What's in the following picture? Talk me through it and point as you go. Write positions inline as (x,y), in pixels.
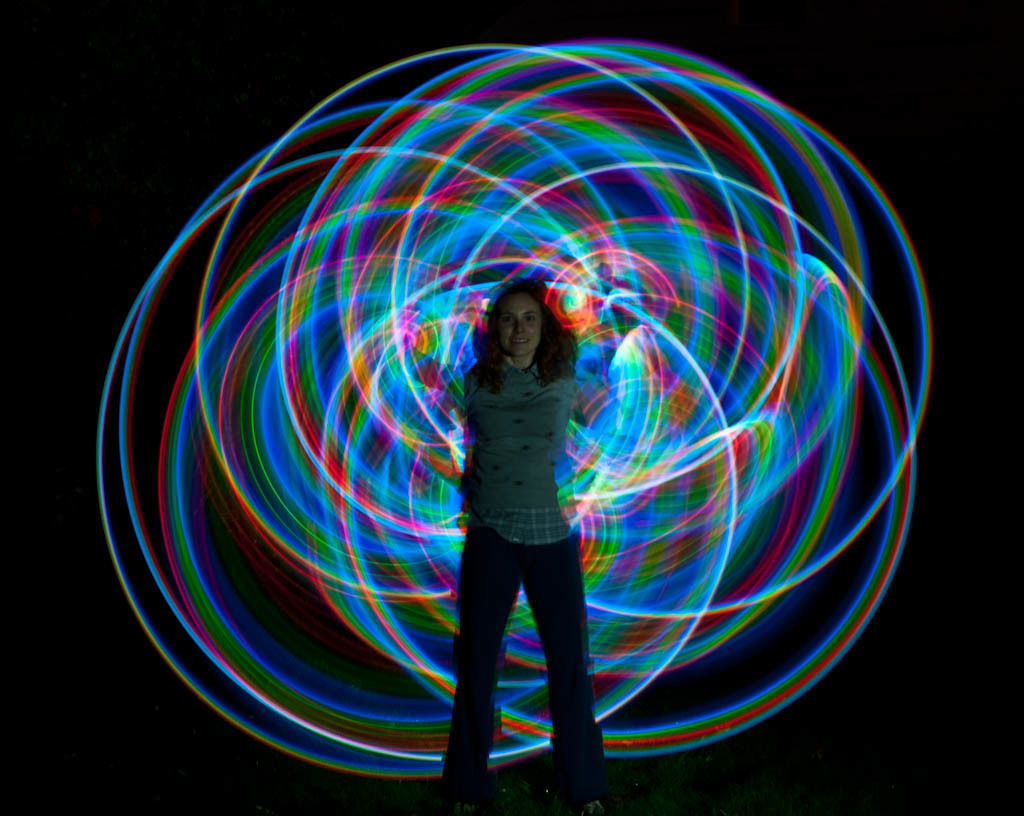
In the center of the image (533,393) there is a woman (577,692) standing on the ground (531,795).
